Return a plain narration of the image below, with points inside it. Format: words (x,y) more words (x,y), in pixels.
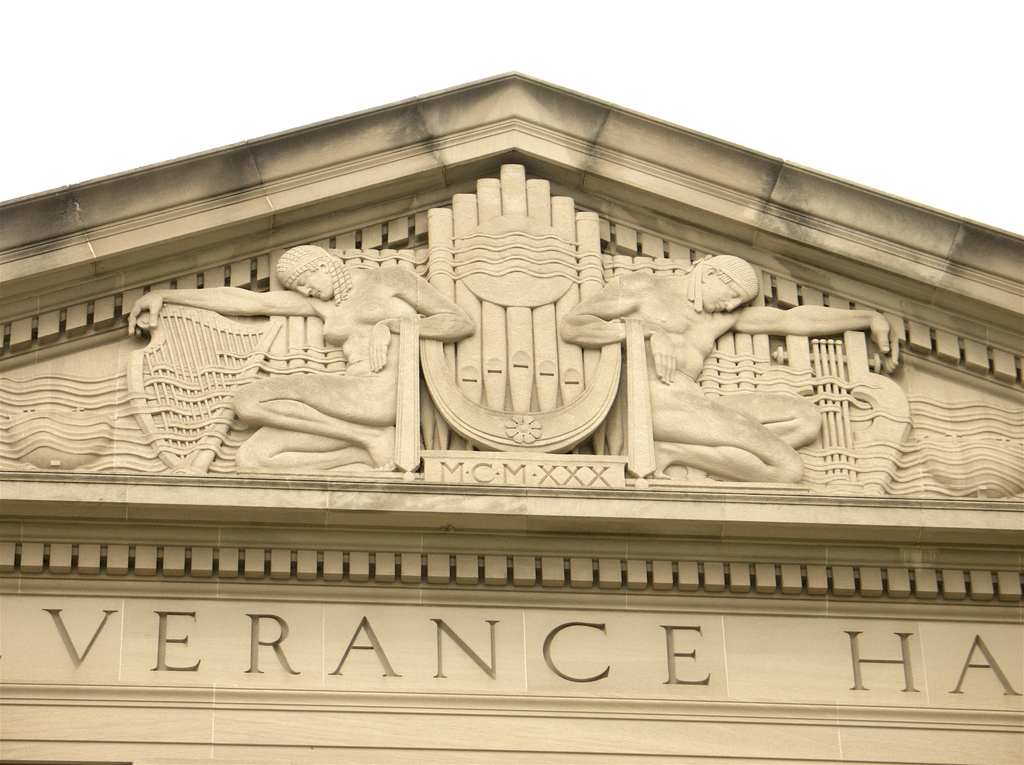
In this image we can see a stone carving (502,338).
